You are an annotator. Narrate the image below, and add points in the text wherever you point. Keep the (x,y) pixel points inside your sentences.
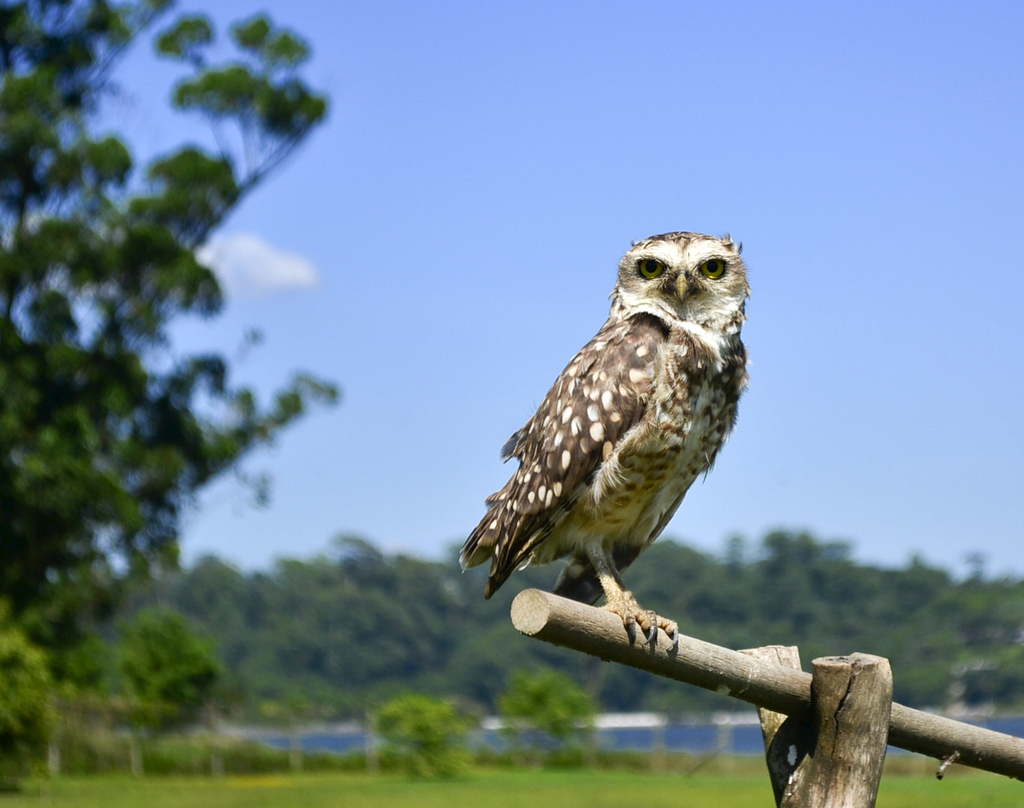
In this image we can see an owl (703,286) standing on a stick (981,744), behind with it, we can see some plants (564,724) and trees (495,634).
